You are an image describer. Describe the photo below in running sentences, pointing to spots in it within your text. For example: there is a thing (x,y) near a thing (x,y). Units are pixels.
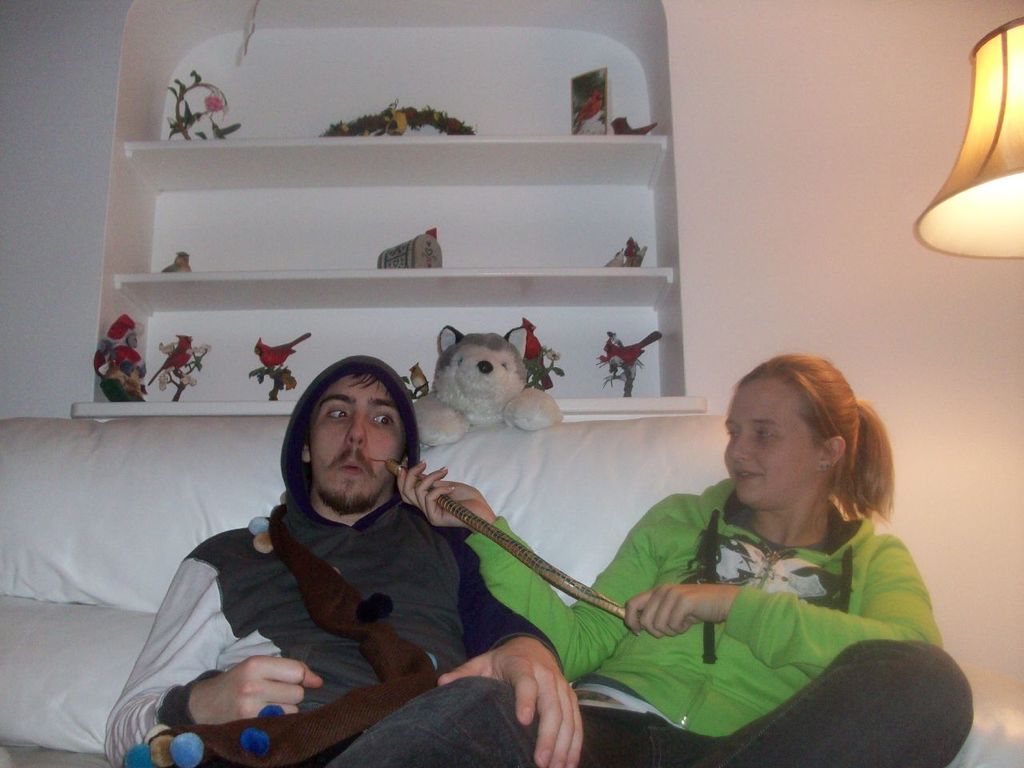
In the picture we can see inside the house (806,168) with a man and woman (745,442) sitting together and woman (769,420) is touching a man's cheek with a stick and behind them, we can see a sofa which is white in color and behind it, we can see some racks (666,409) to the wall (598,385) and in the racks (456,296) we can see some doll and things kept in it and besides we can see a lamp (973,232).
